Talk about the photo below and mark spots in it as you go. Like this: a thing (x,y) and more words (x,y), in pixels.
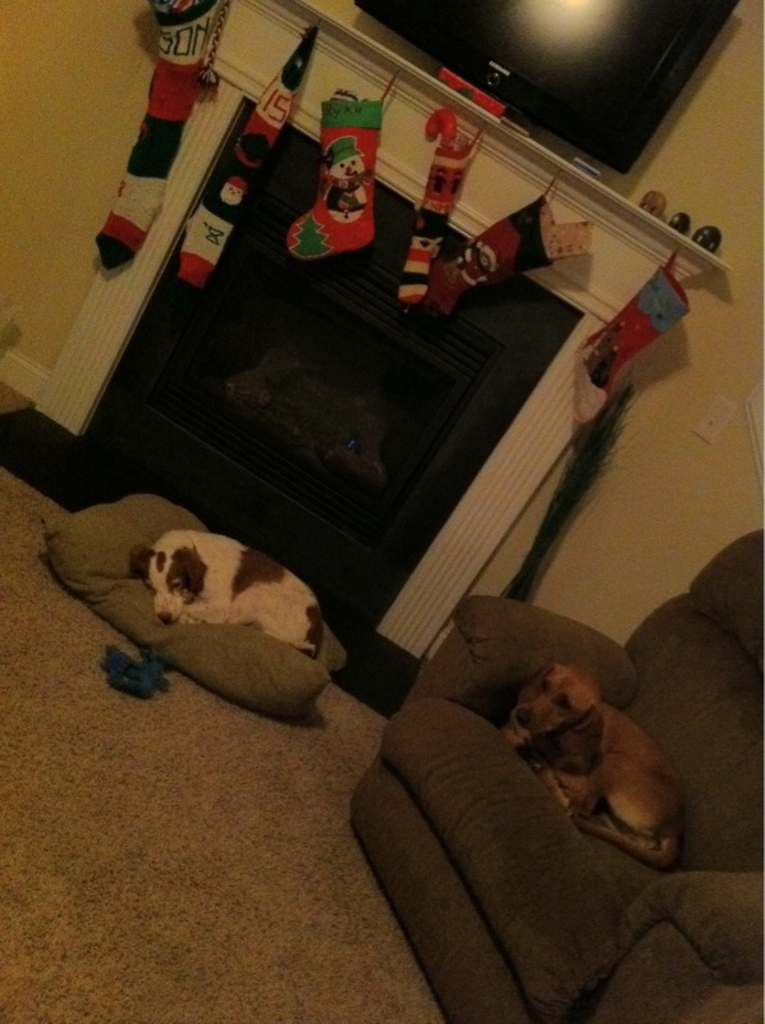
In the center of the image (316,620) we can see one dog (570,793) on the sofa (534,800) and the other dog (173,613) is on the pillow (200,628). In front of the pillow (205,641), we can see one object (159,675). In the background (655,449) there is a wall (661,381), monitor (631,125), socks (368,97) and a few other objects (570,336).
